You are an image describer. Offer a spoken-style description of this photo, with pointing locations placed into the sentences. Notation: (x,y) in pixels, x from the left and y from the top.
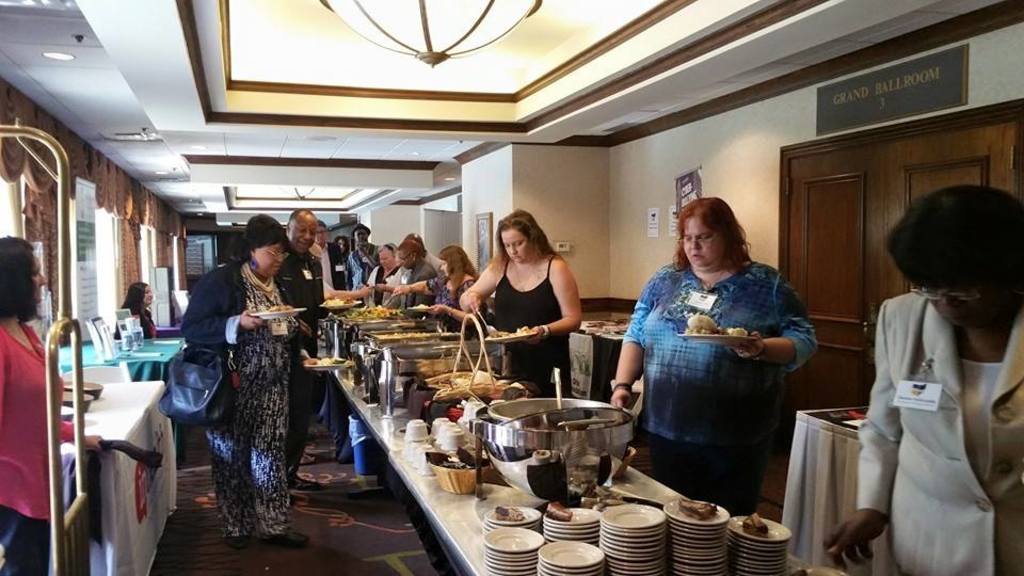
In this image, we can see people (984,474), tables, rods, curtains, banners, wall (759,238), door (812,177), board (921,105), posters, framed (480,233), floor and dustbin (358,432). On these tables (797,525), there are so many things (495,468) and items (474,428) are placed. Few people (666,370) are holding plates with food (279,306). At the top of the image (150,167), we can see the ceiling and lights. In the middle of the image (458,292), we can see few people (552,260) are holding spatulas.
